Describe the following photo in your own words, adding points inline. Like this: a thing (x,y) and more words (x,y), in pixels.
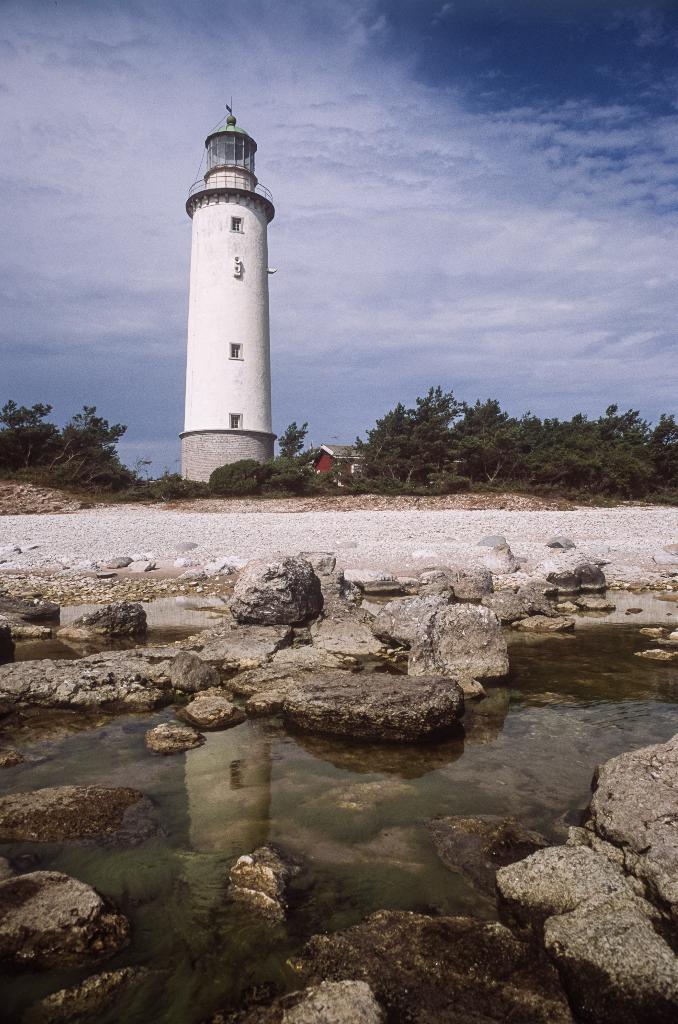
In the picture we can see a rock surface (477,930) on it, we can see some rocks (170,662) and water (512,802) and in the background (221,494), we can see some plants (212,485), trees (12,431) and a lighthouse (211,357) which is white in color and behind it we can see a sky (429,350) with clouds (419,128).
